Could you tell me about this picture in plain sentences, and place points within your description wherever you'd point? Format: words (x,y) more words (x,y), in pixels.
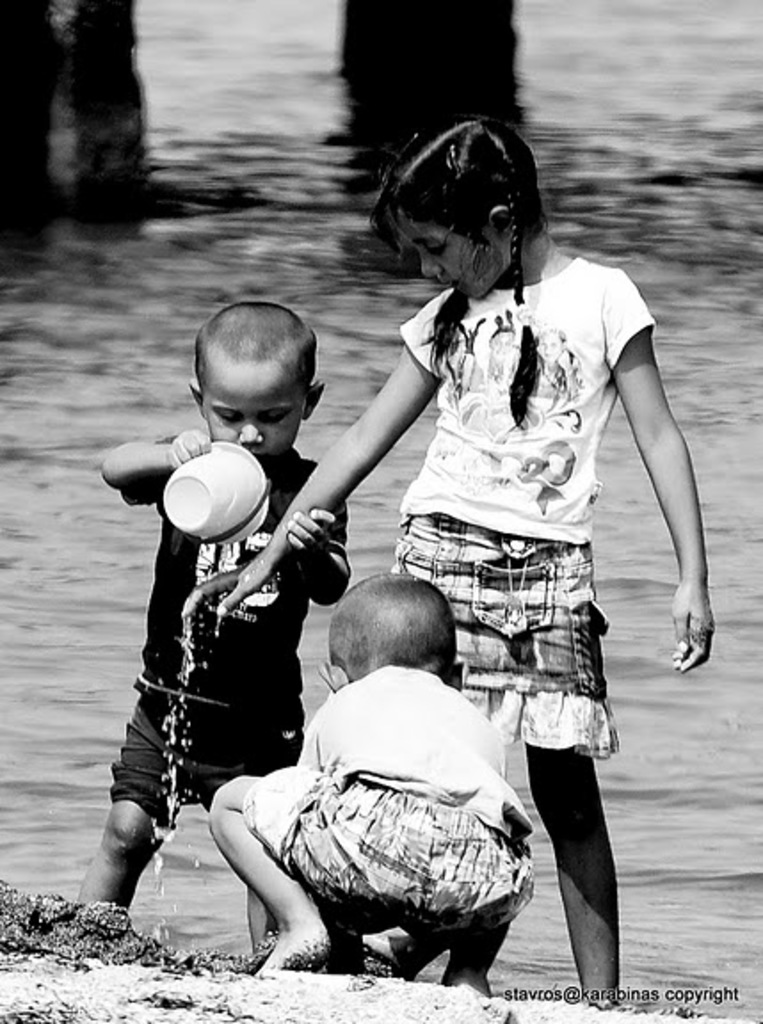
In this picture we can see three children (353,732), sand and a boy (171,666) holding a mug (193,489) with his hand (176,448) and in the background (175,147) we can see the water (657,70).
